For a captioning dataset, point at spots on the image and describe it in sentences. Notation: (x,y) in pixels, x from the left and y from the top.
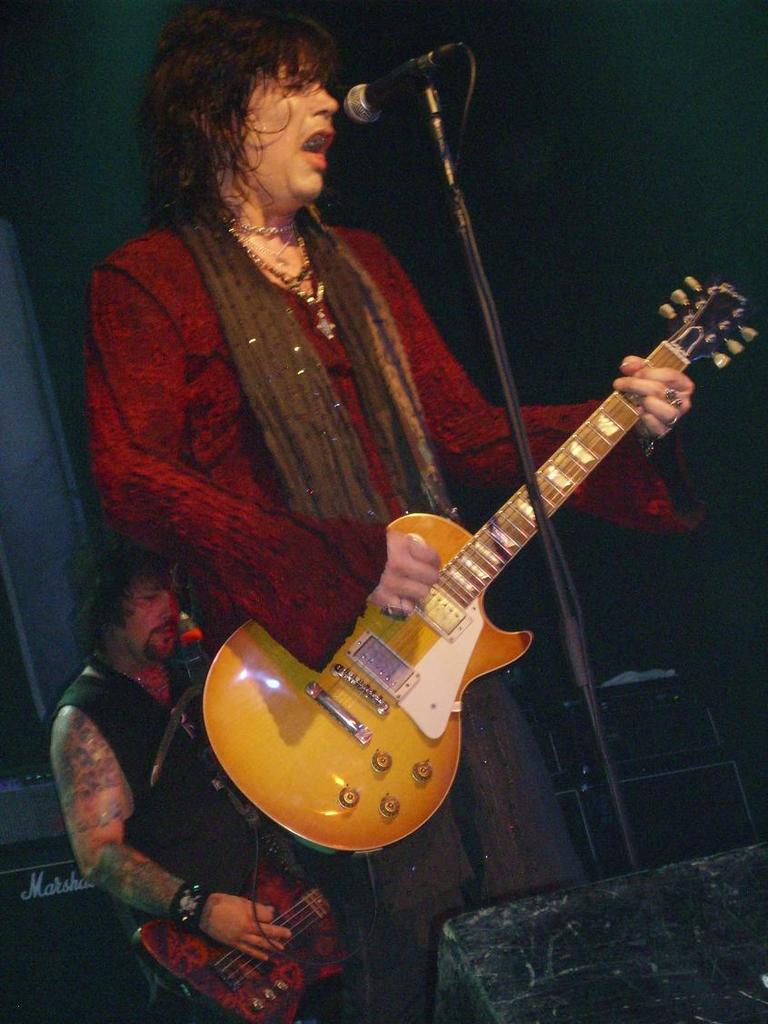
Two persons (264,478) playing guitar (336,721), this is microphone (394,81).
